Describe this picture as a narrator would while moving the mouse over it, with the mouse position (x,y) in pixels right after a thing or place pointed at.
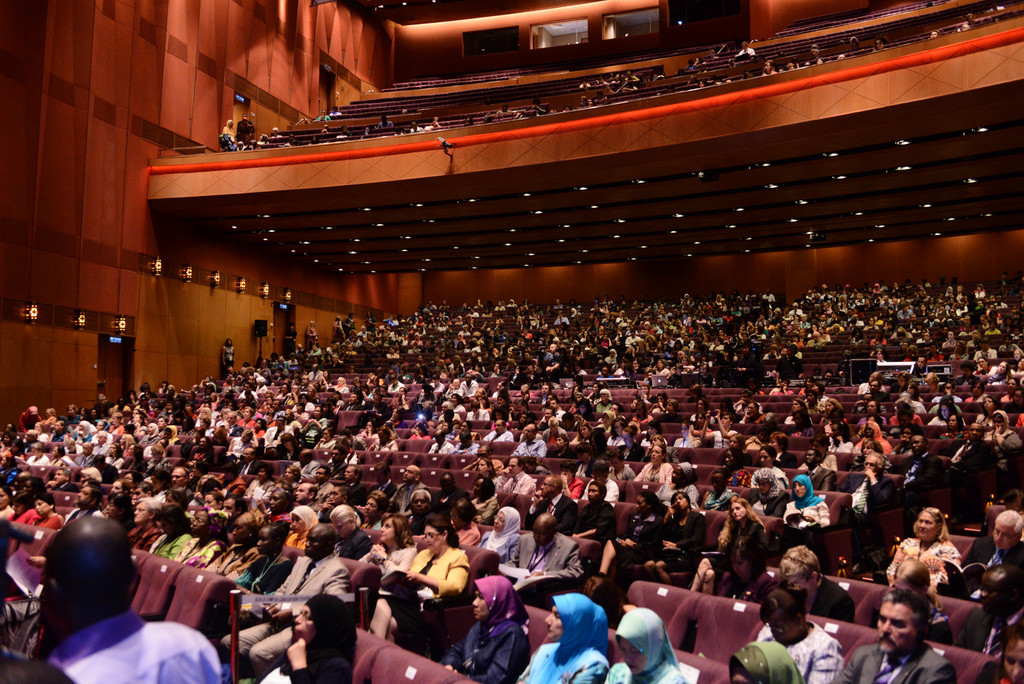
In this image I can see many people (586,660) sitting on the chairs (447,602) and these people (329,579) are wearing the different color dresses (580,493). I can see many lights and few more people (534,100) at the top (383,126). To the left (61,170) I can see the wall (69,194) and sound boxes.
